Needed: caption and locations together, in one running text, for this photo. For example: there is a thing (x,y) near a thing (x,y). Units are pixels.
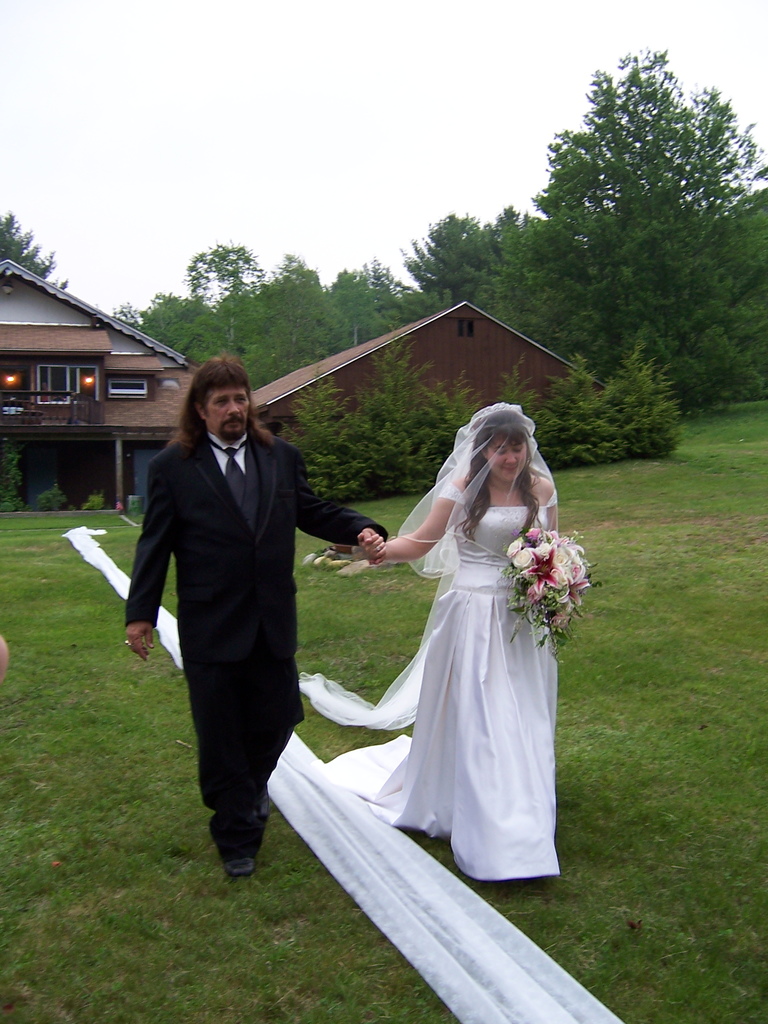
In this picture we can see a man (251,420) and a woman (547,676) walking on the ground (166,749) where a woman (512,433) is holding flowers (517,582) with her hand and in the background (96,299) we can see houses (15,302), trees (422,289), sky (258,254).
